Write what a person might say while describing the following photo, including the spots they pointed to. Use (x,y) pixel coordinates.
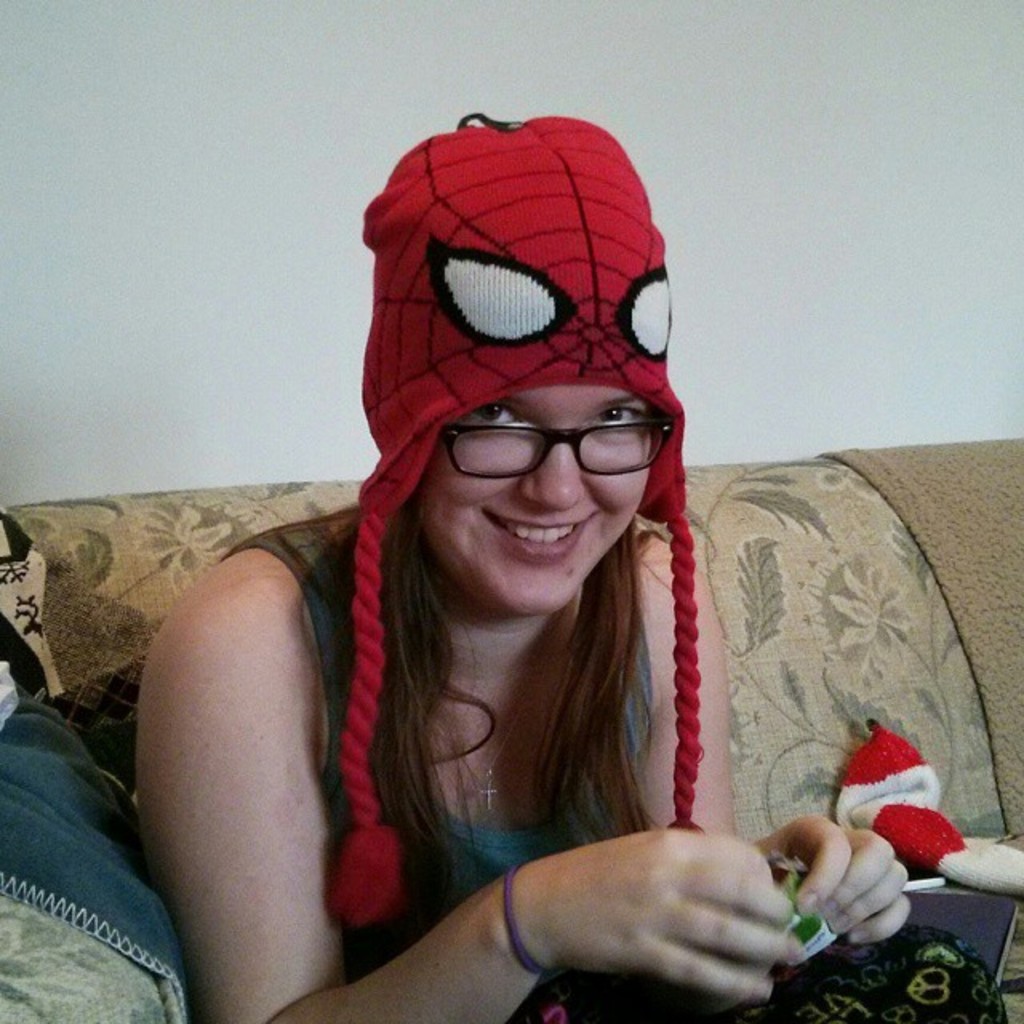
In the center of the image (558,657) we can see a woman (430,833) sitting on the couch (867,629) and she is holding some object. And we can see she is smiling and she is wearing glasses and a hat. On the couch (970,830), we can see a few other objects (942,858). In the background (11,93) there is a wall (475,91).
